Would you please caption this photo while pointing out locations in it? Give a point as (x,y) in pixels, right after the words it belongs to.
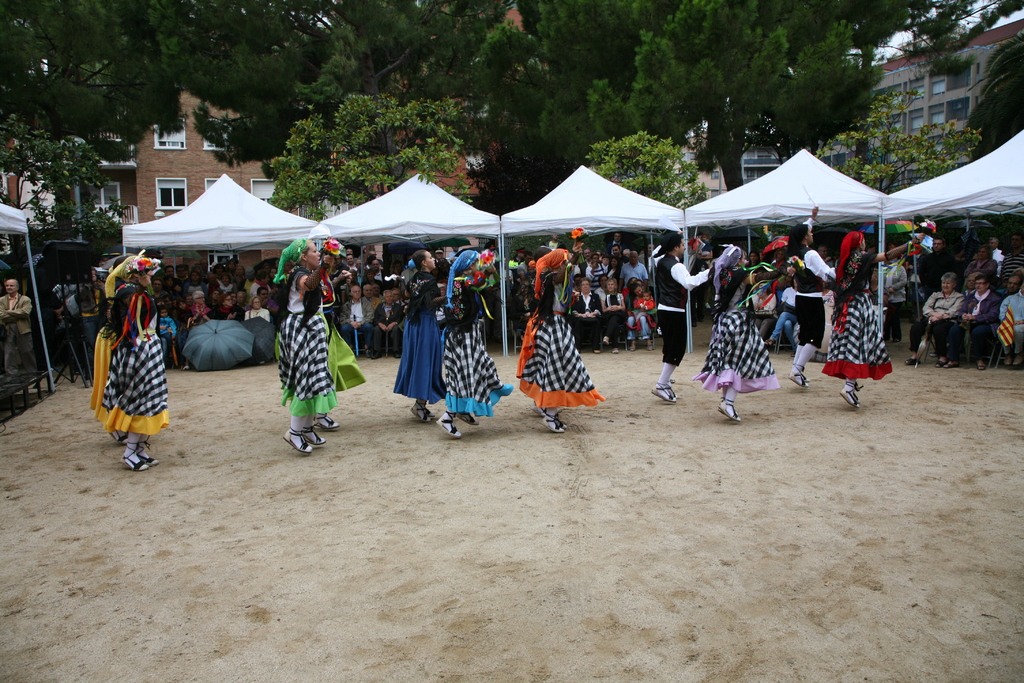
In this image there are few girls (528,376) dancing on the ground (543,454) by wearing different color costumes (441,349) and holding the flowers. In the background (627,214) there are tents (874,218) under which there are so many people (615,288) who are sitting, while some people (984,268) are standing. At the top (539,64) there are trees (556,61). Behind the trees (246,72) there are buildings (177,140). On the left side (219,328) there are umbrellas (238,346) on the ground (207,378).
